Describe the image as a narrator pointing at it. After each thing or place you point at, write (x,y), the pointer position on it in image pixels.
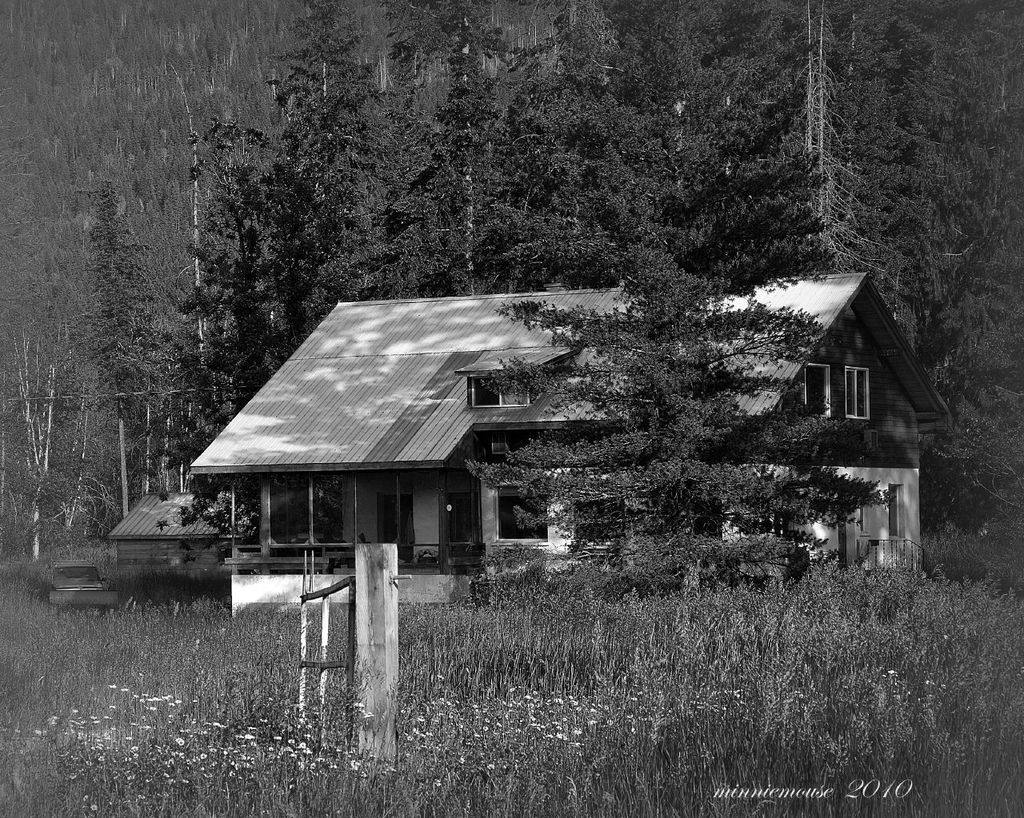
It is a black and white image. In this image we can see the houses (262,520) and also a gate (351,623) to the pillar (371,557). We can also see many trees (443,193). At the bottom (796,604) there is grass (735,662) and we can also see the text (812,790) with the year (861,791).
